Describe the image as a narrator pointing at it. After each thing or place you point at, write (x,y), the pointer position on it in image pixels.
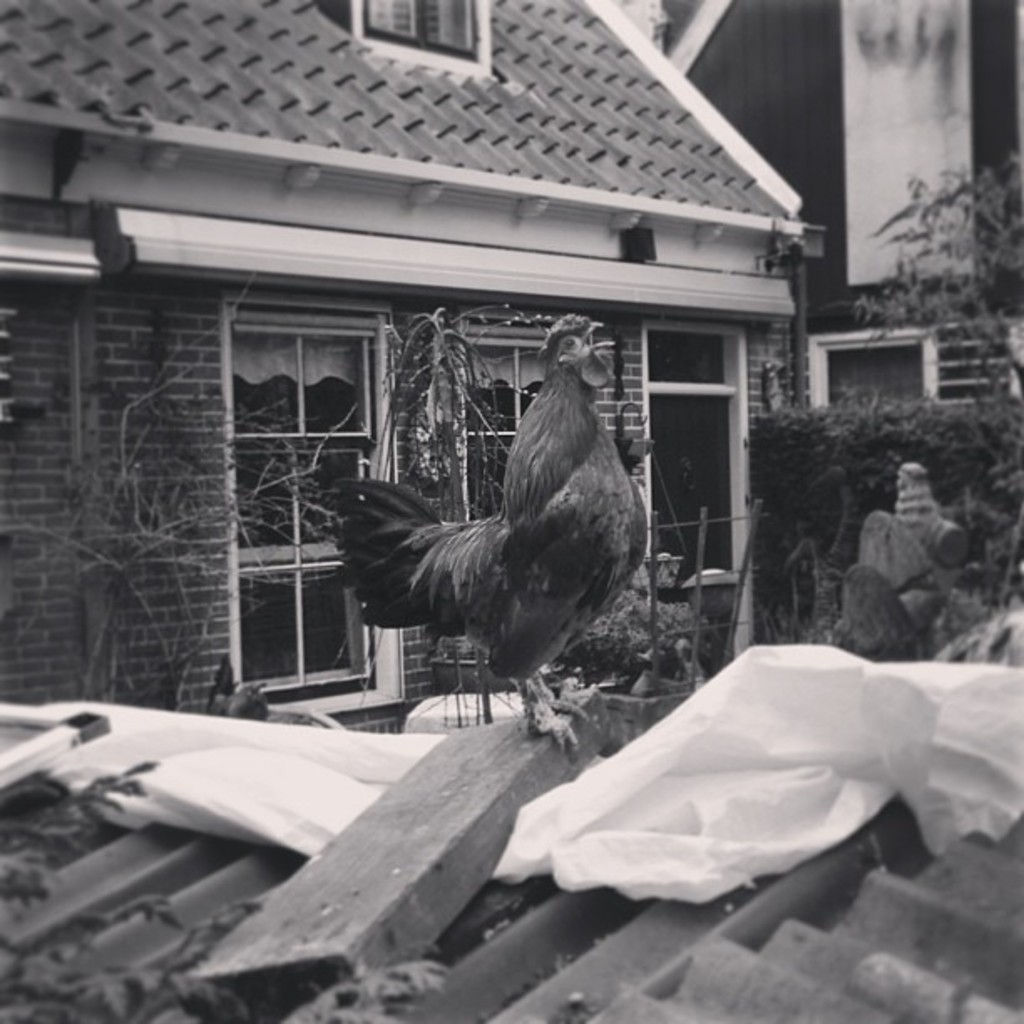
This is a black and white picture. In this picture, we see the cock (478,622) is on the wooden stick (445,910). At the bottom (657,923), it might be a shed (730,930) on which white cloth (703,768) is placed. On the right side (853,375), we see trees (970,572) and a building (844,147). In the background (244,344), we see a building (169,351), flower pots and plants (980,600). We even see the glass door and windows (363,419).
